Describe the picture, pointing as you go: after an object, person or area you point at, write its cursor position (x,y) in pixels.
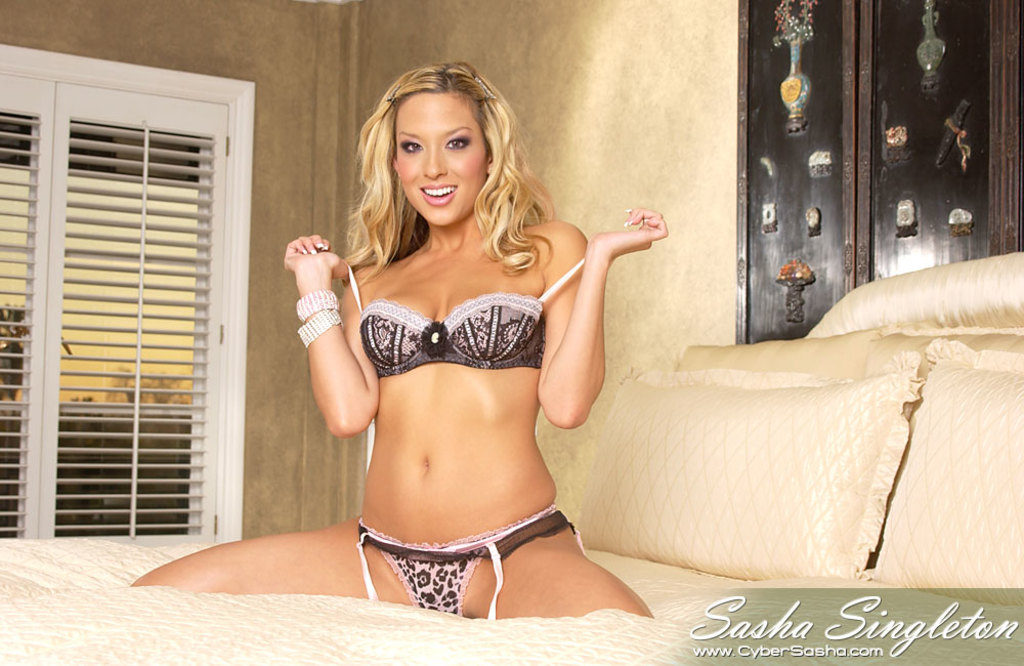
In this image there is a person (437,478) on the bed (402,611), there are pillows (807,475), there is a wall (699,249), there is a window (132,333), there is text (840,635) towards the right of the image (922,635).
